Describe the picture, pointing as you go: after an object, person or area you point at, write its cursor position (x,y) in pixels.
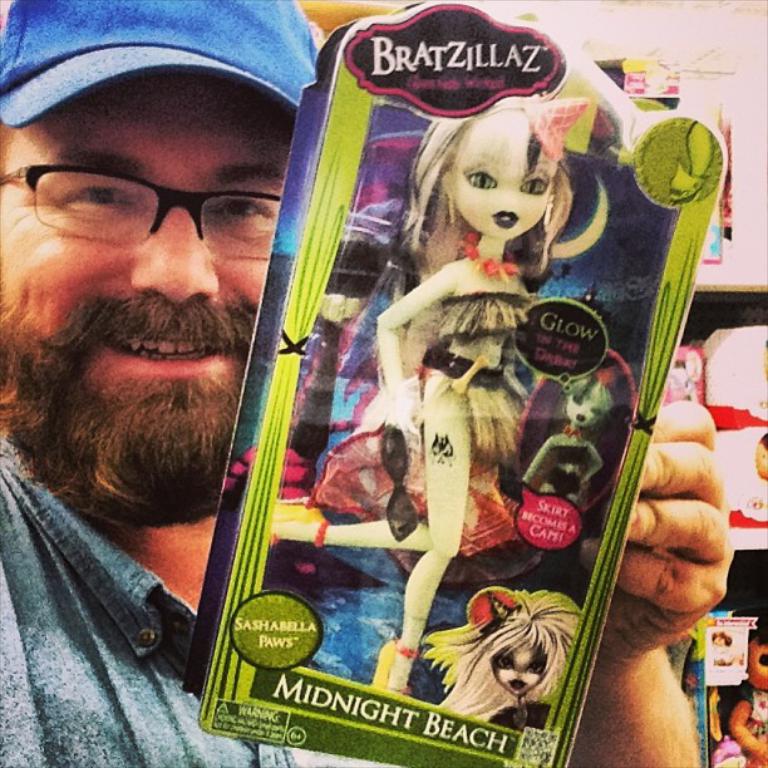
In this image we can see a man (149,357) is holding a toy packet (430,513) in his hand (704,610). In the background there are packets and toys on the racks (596,56).
